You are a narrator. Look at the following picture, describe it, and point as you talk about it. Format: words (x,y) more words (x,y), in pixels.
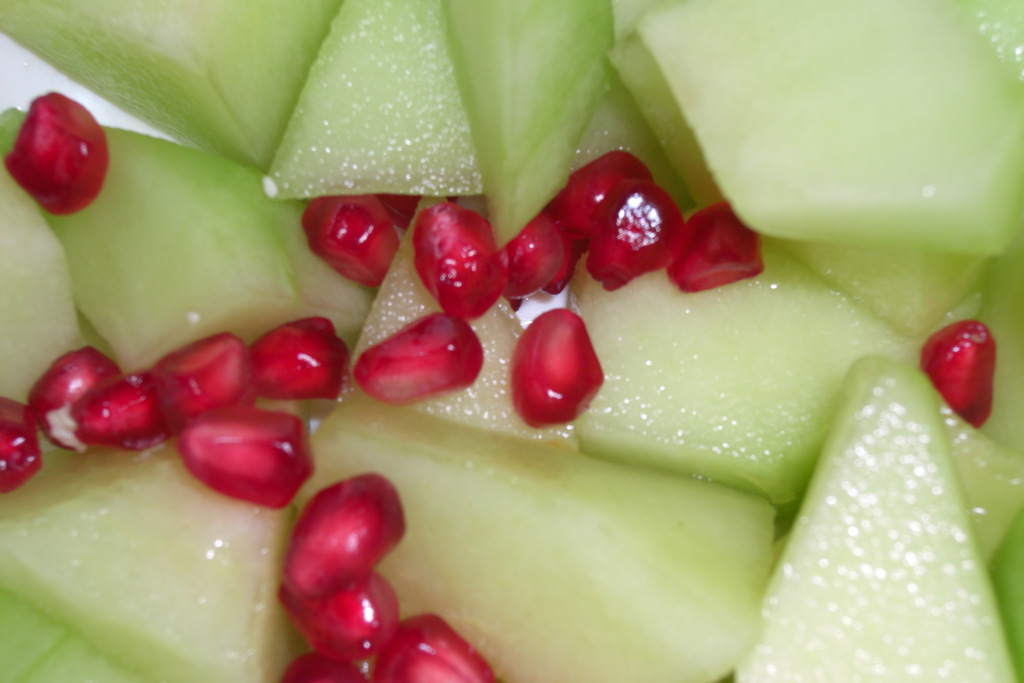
These are the pomegranate grains (65,129) which are in red color and other fruit pieces (203,30).
